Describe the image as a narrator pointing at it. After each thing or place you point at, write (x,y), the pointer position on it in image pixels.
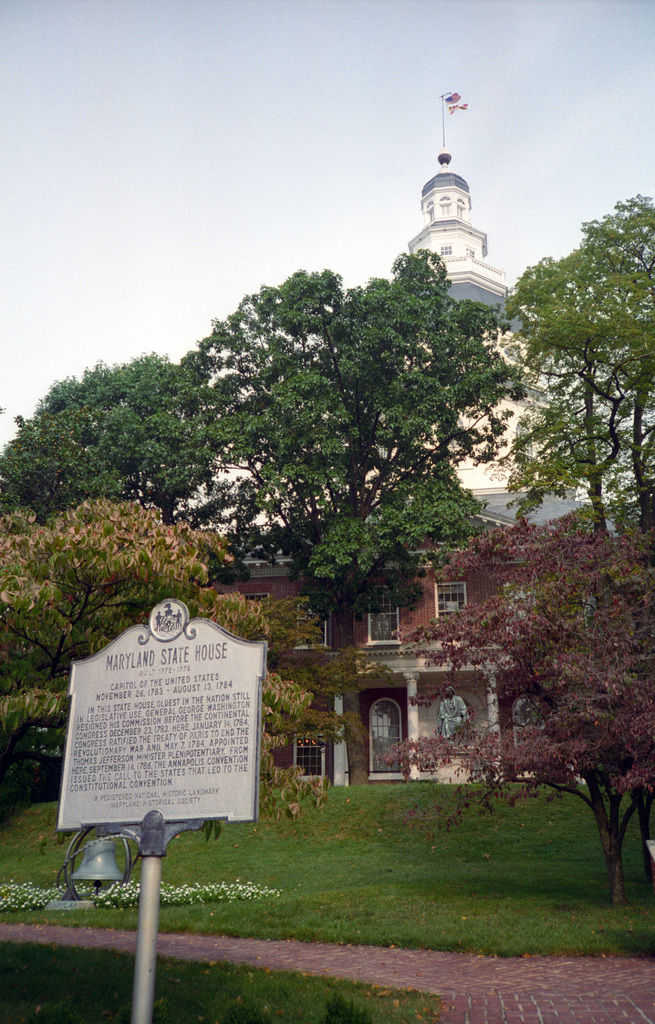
In front of the image there is a board (201,759) with some text (181,732) on it. There is a bell (81,868) hanging. At the bottom of the image (377,870) there is grass (403,940) on the surface (185,981). There are plants (169,891) and flowers (205,894). In the background of the image (267,498) there are trees (349,753). There is a building (464,204). On top of it there is a flag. At the top of the image (216,84) there is sky (193,62).
